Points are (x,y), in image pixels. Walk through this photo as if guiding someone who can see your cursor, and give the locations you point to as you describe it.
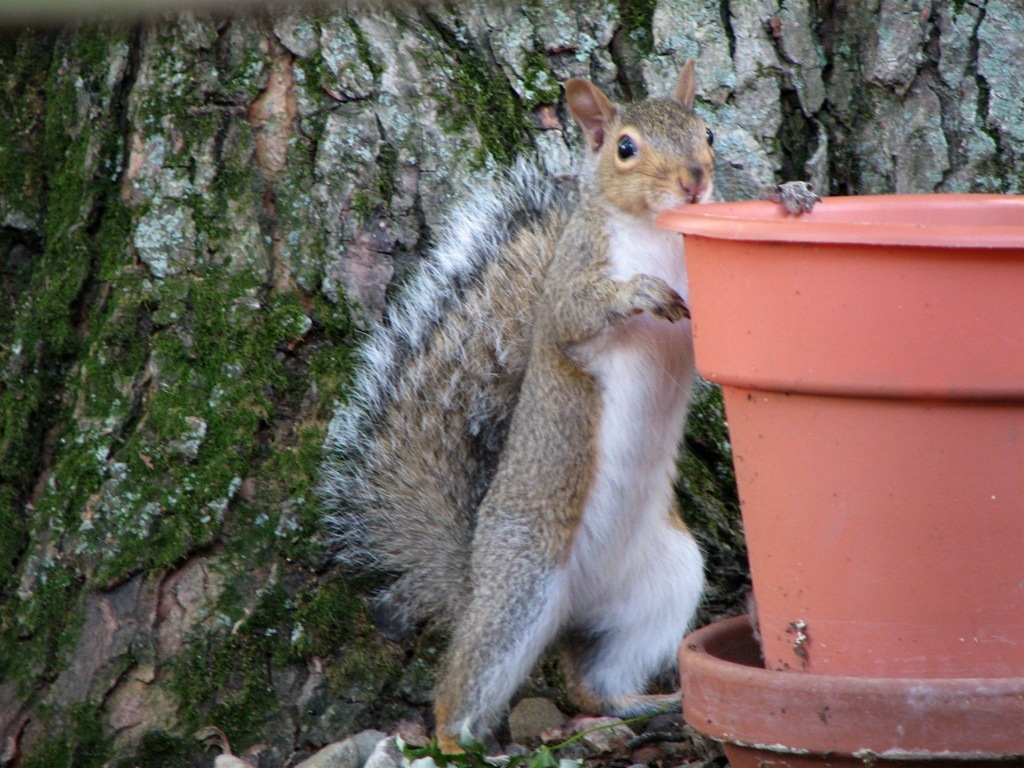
In this image we can see one squirrel (799,197) standing and holding a pot (963,349). There are two pots (932,726), some leaves (531,760), some stones (354,737) on the ground (548,751) and in the background (199,757) there is one big tree stump (178,218).
